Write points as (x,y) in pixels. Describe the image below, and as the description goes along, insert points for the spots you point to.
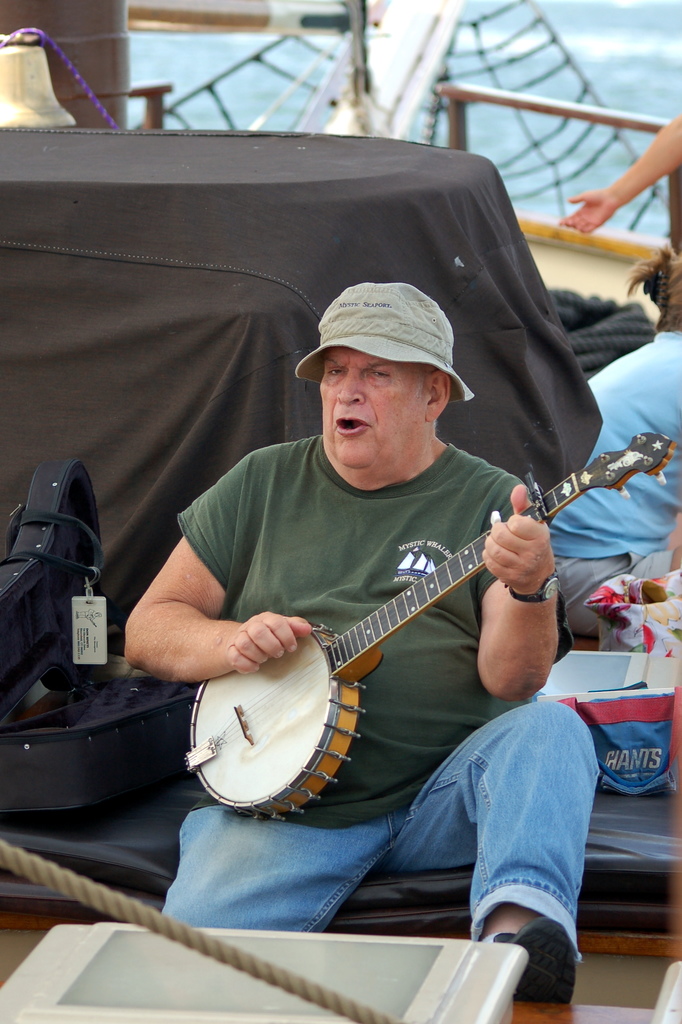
In this image there is a person (309,552) wearing green color T-shirt (403,513) and hat (337,319) playing musical instrument (299,771) and at the background of the image (307,236) there is a black color sheet (368,239).
